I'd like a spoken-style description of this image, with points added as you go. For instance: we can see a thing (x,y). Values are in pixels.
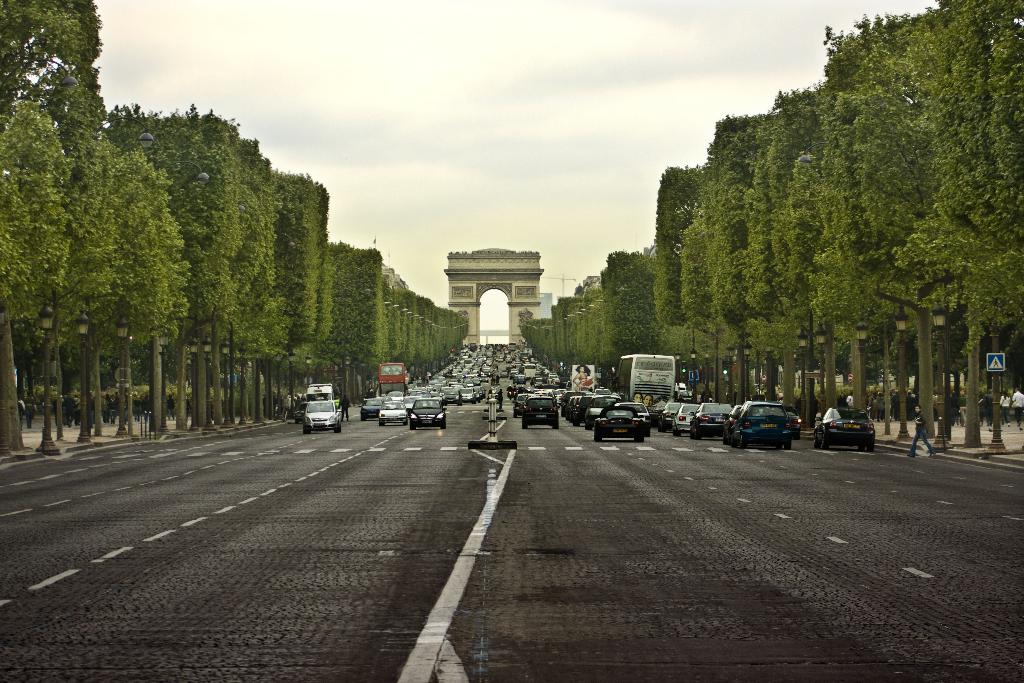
In this picture we can see many vehicles (565,386) on the road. There is a signboard (1002,365) visible on the right side (989,353). We can see a person (923,413) walking on the road (897,455). There are a few trees (312,275) visible on the right (769,294) and left side of the image (100,274). We can see an arch (467,301) on the wall (524,295) in the background (519,279). Sky (541,229) is cloudy.
